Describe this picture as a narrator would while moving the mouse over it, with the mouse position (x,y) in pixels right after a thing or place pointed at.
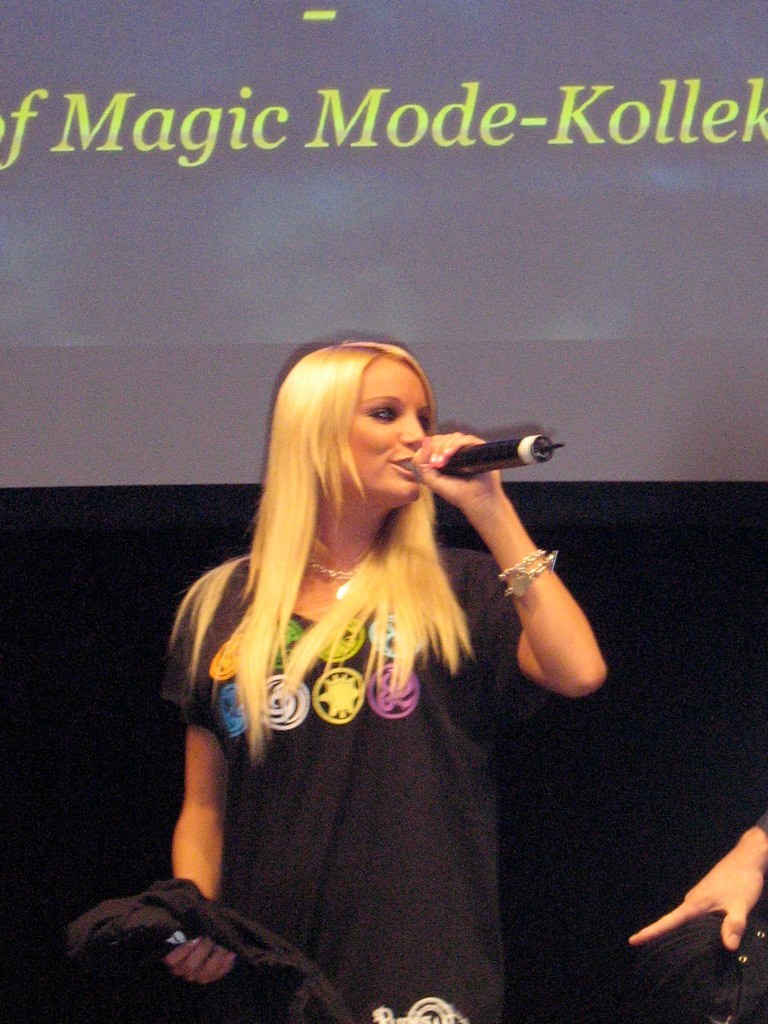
Woman (331,782) wearing black t-shirt (371,766) in this picture is holding microphone (470,469) in her hands (436,455). She might be either singing or talking on microphone (480,447). Beside her, we see the hand (666,927) of a person (655,928) and behind her, we see a banner (325,177) with some text (708,126) written on it.
